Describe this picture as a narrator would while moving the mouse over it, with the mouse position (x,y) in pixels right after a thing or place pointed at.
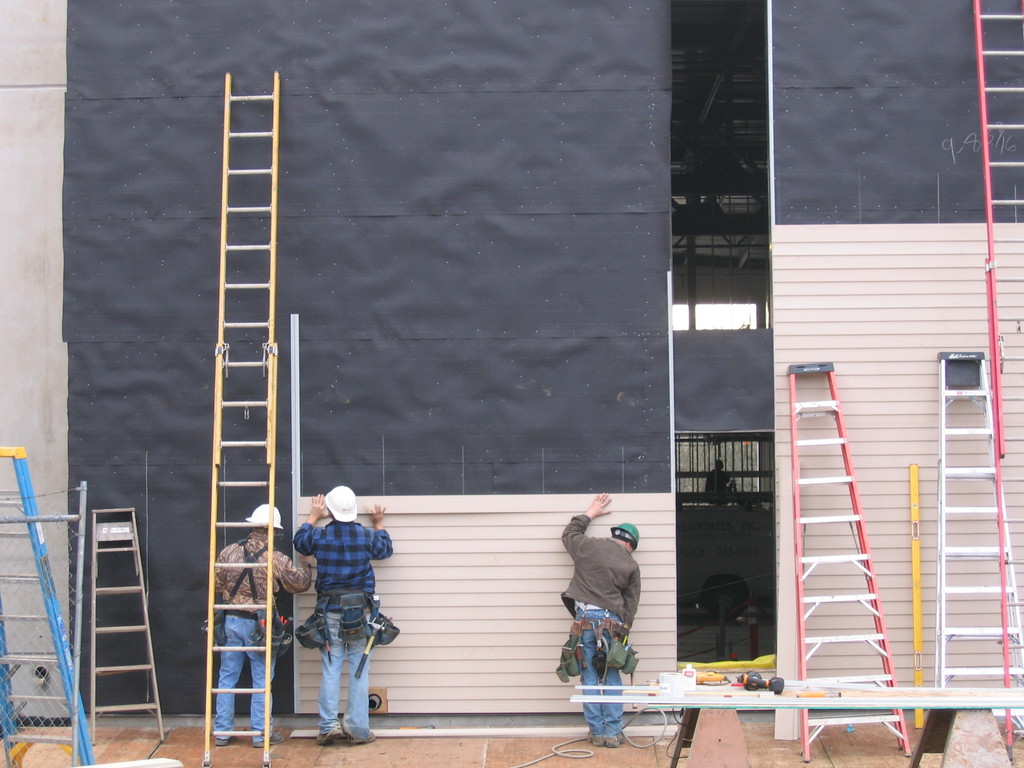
This picture is clicked outside. In the foreground (950,628) we can see a table (963,689) on the top of which some items (641,697) are placed and we can see the ladders (945,674) and the three persons (354,590) wearing helmets (336,508), standing on the ground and working. In the background (487,539) there is a wall (364,57), roof (708,213), black color objects (890,81) and planks (481,499).
